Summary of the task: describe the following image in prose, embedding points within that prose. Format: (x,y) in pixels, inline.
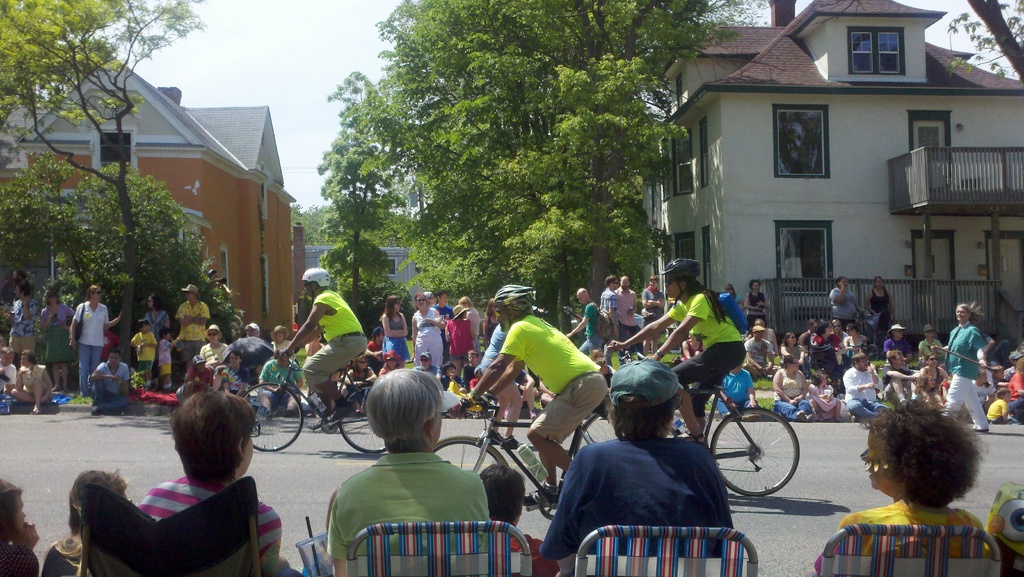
Few people (583,393) are riding bicycle (703,391) on the road (325,450) while people (391,495) are watching them standing on either side of the road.
